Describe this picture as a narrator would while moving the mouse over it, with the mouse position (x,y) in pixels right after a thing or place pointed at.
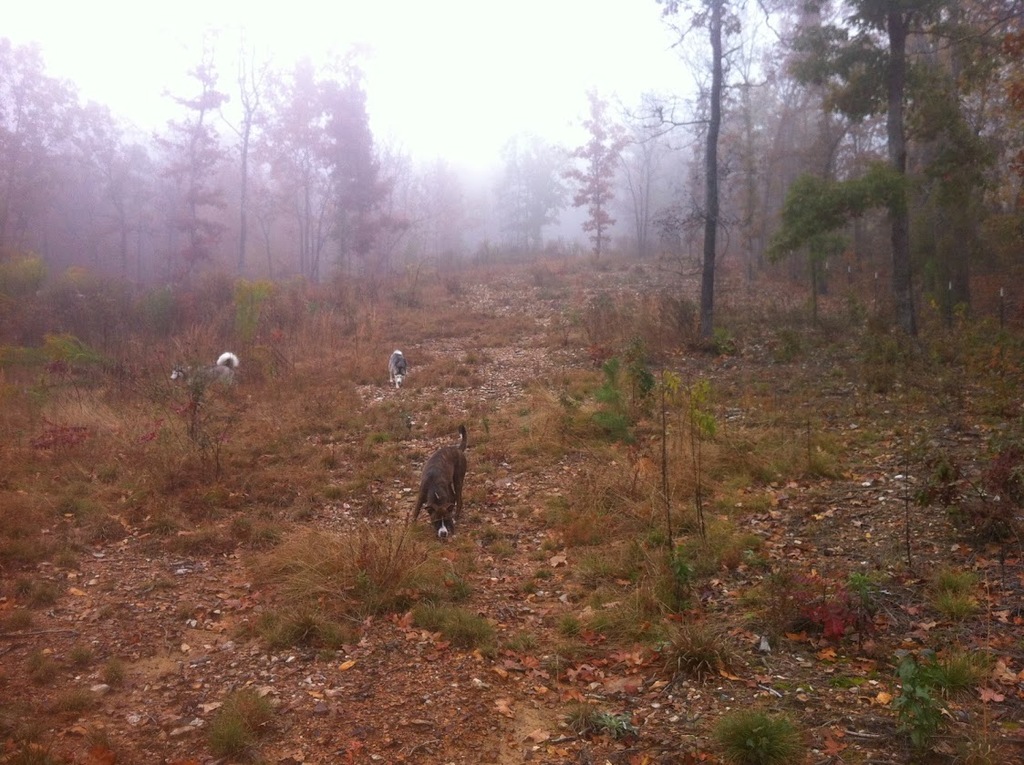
In this image there are trees (926,173) and we can see animals (391,358). At the bottom (315,562) there is grass (563,370). In the background (446,35) there is sky (380,52).
